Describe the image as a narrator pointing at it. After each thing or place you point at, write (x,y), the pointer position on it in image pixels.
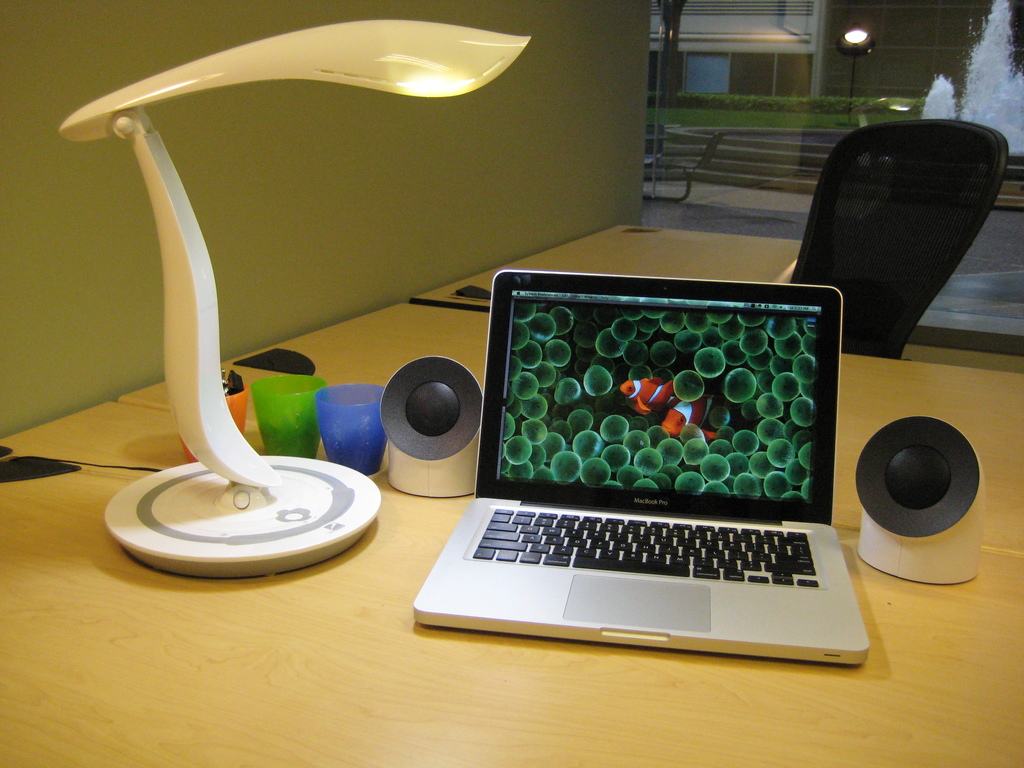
Here in this picture we can see a laptop (679,601) on the table (400,719). On the laptop screen (613,424) there is two fishes (662,403) and some green color thing (737,385). To the side of the corner there is a speaker (909,481). Behind that laptop (454,564) there is a black color chair (897,231). We can also a wallpaper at the background (830,56). There is lamp (188,226) on the table (557,709). There is a blue color glass (343,441), green color glass (287,401) and orange color glass (239,404) on the table (251,400).
